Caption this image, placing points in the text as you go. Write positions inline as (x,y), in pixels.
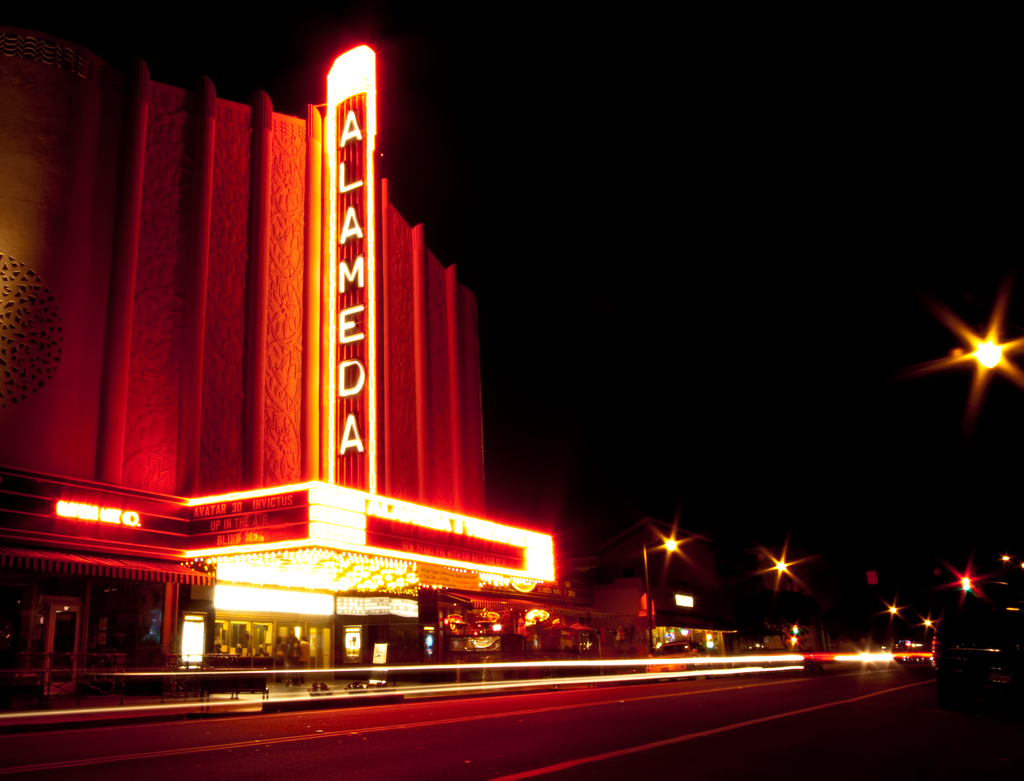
In this image I can see buildings (439,479), stores (469,625) and lights (456,617). I can see an orange and red color lighting (279,255) and background (743,56) is in black color.
